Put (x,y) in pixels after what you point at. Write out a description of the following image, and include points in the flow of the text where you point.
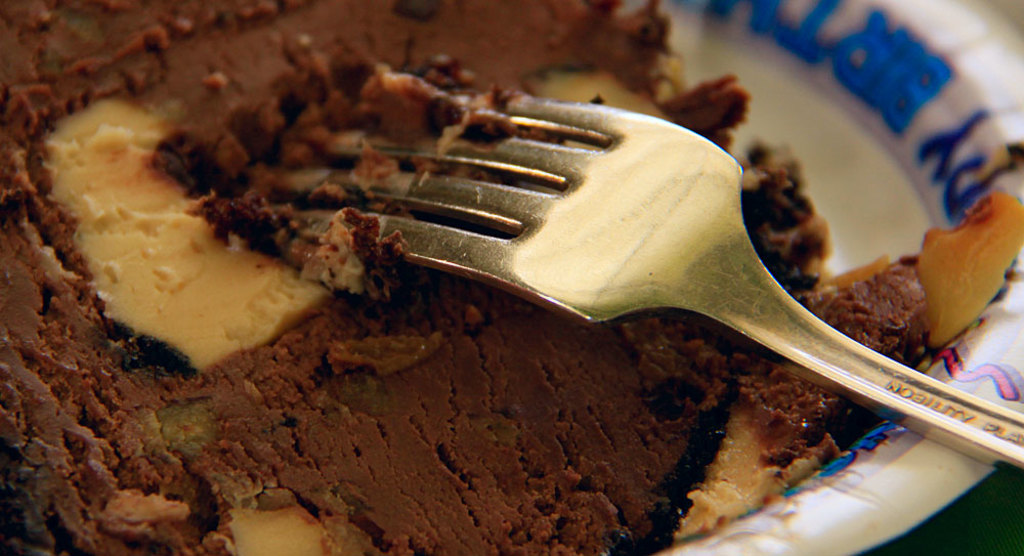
In this picture we can see a fork (583,244) and food (646,325) in the plate (856,245).
